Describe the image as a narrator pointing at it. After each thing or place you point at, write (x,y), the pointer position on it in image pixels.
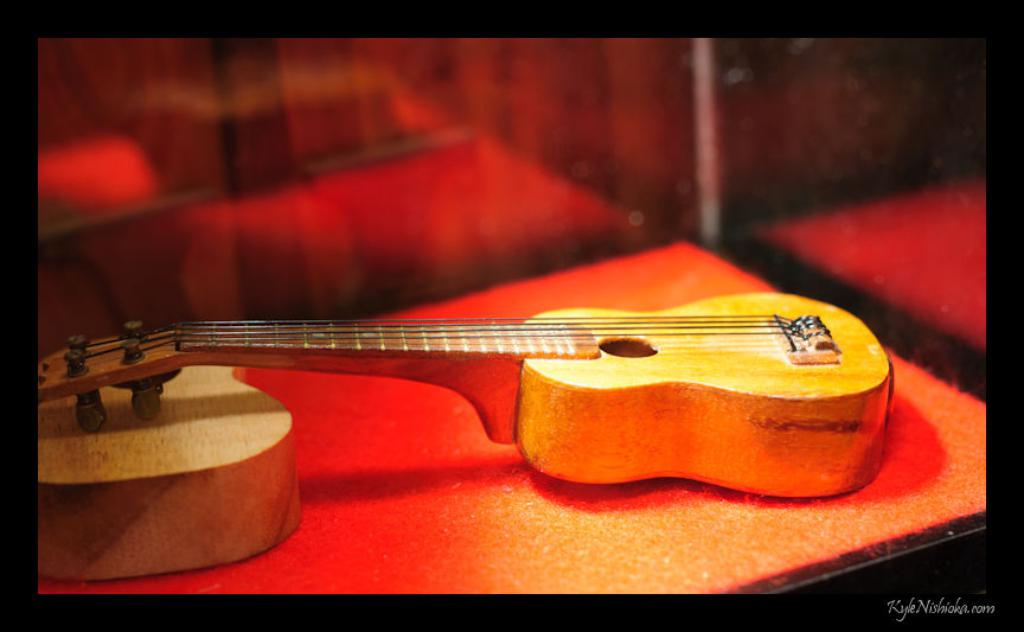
This image shows the picture of guitar (163,340) which is kept on the table (393,525), which is of orange in color. In the right bottom (888,599), text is there. This image is taken inside a room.
